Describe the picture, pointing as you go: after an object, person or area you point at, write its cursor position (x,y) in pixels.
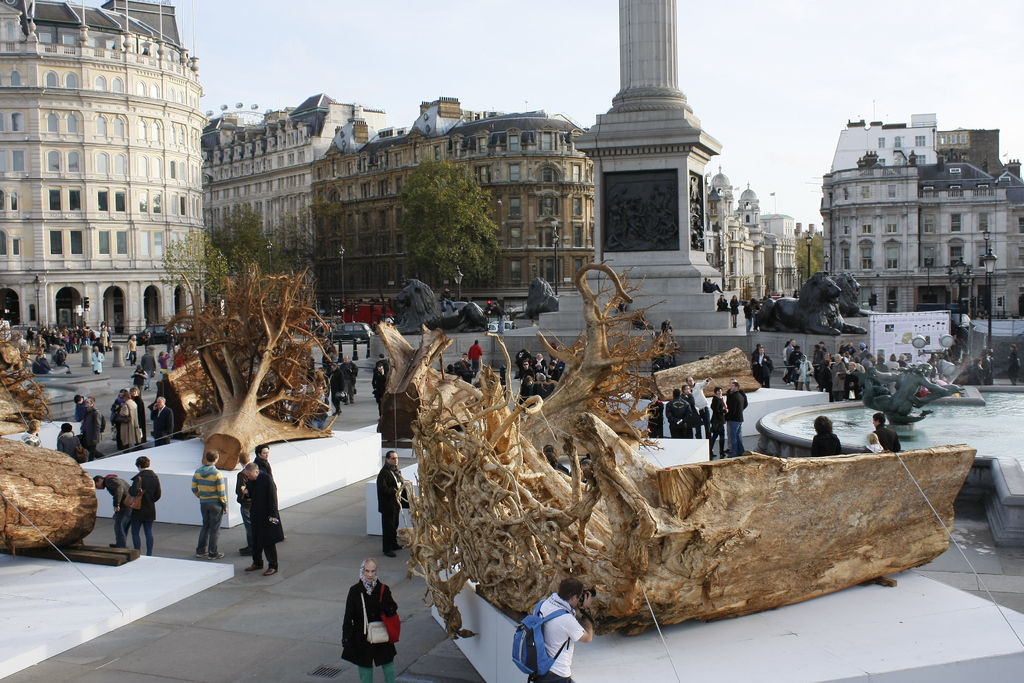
In this image I can see the building (12,302), in front of the building (765,271) I can see persons (267,455) standing and I can see trees (785,503) laying on the floor (893,578) and I can see the sky (303,74) at the top (954,94) and I can see the animal sculpture (813,293) visible on the right side (815,310).
